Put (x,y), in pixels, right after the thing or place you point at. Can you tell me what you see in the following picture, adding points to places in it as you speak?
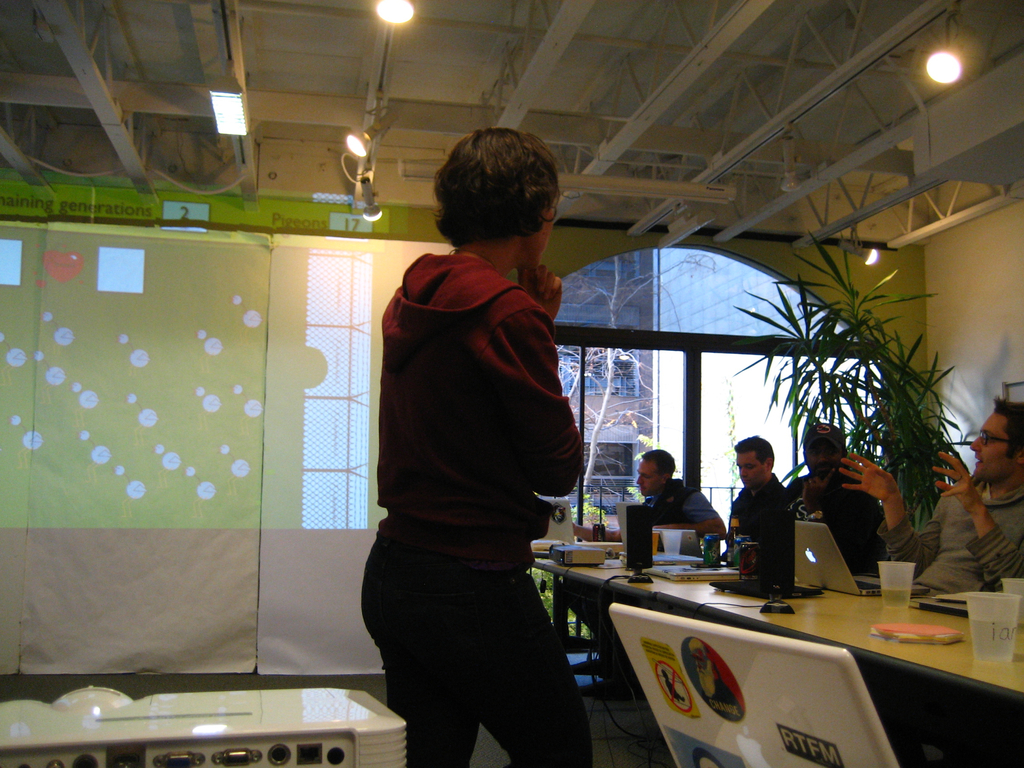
On top (389,7) there are lights (945,61). This four persons (1020,500) are sitting on chairs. In-front of them there is a table (961,653). On this table (937,644) there are glasses (1014,633), speakers (766,577) and laptop (816,554). Backside of this person (836,503) there is a plant (825,398). From this window (640,331) we can able to see building (650,363) and bare tree (608,376). This woman (487,401) is standing and wore red jacket (473,355).
